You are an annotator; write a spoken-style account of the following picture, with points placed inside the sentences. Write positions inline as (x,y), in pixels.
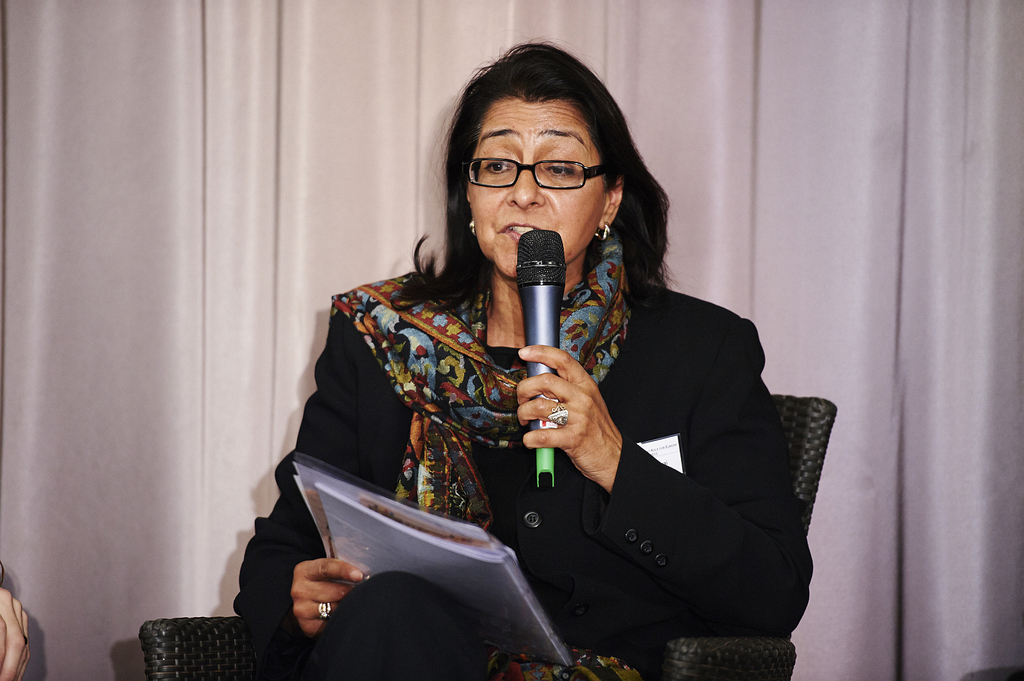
In this picture we can see a woman (665,492) sitting on the chair (698,643). She hold a mike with her hand (571,395) and talking something by looking into the papers (424,545). And she has spectacles (541,162). On the background (826,164) there is a curtain (903,379).
